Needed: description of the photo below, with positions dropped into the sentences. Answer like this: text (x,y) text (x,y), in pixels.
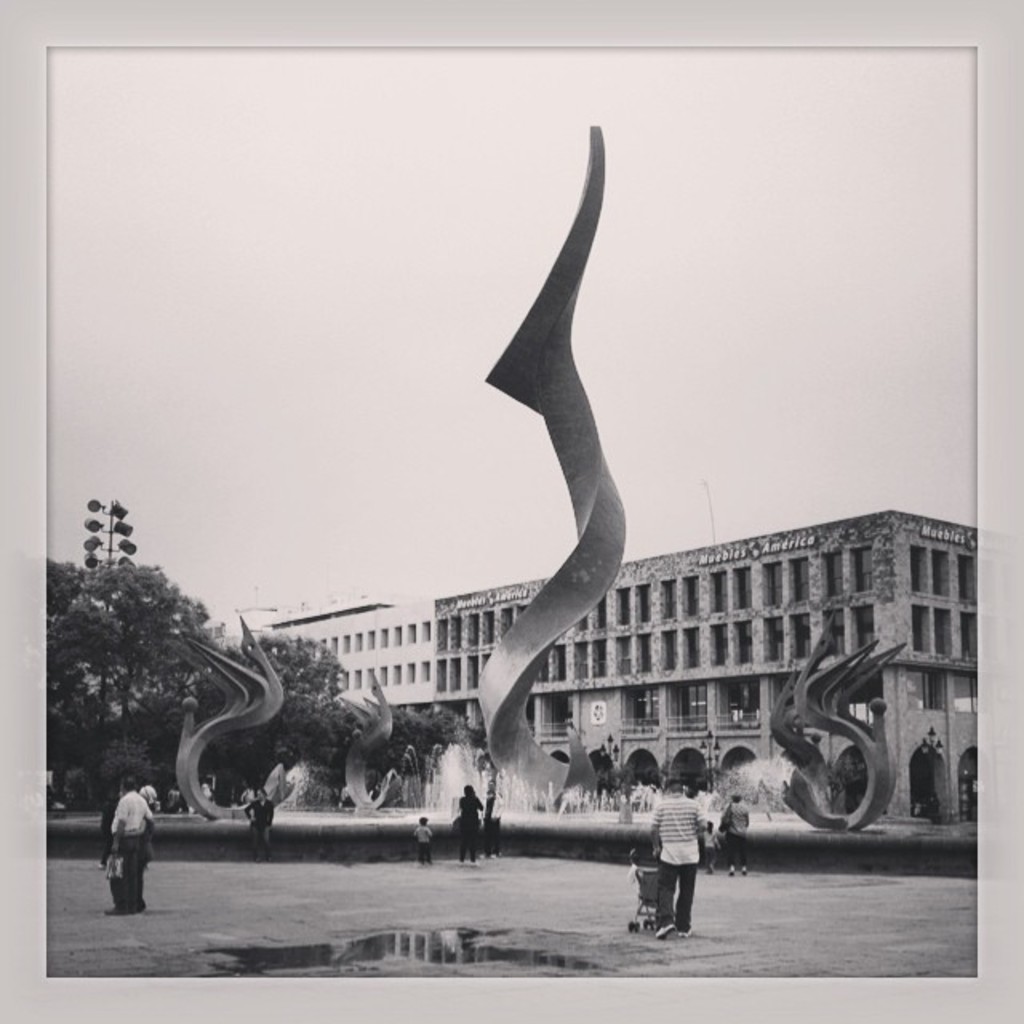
In this image we can see few people (662,818) on the road (494,896), there is a fountain (586,809), few statues (498,757), trees (216,702), a pole (112,518) with lights (130,530), a building (706,664) and the sky (352,237) in the background (756,201).
